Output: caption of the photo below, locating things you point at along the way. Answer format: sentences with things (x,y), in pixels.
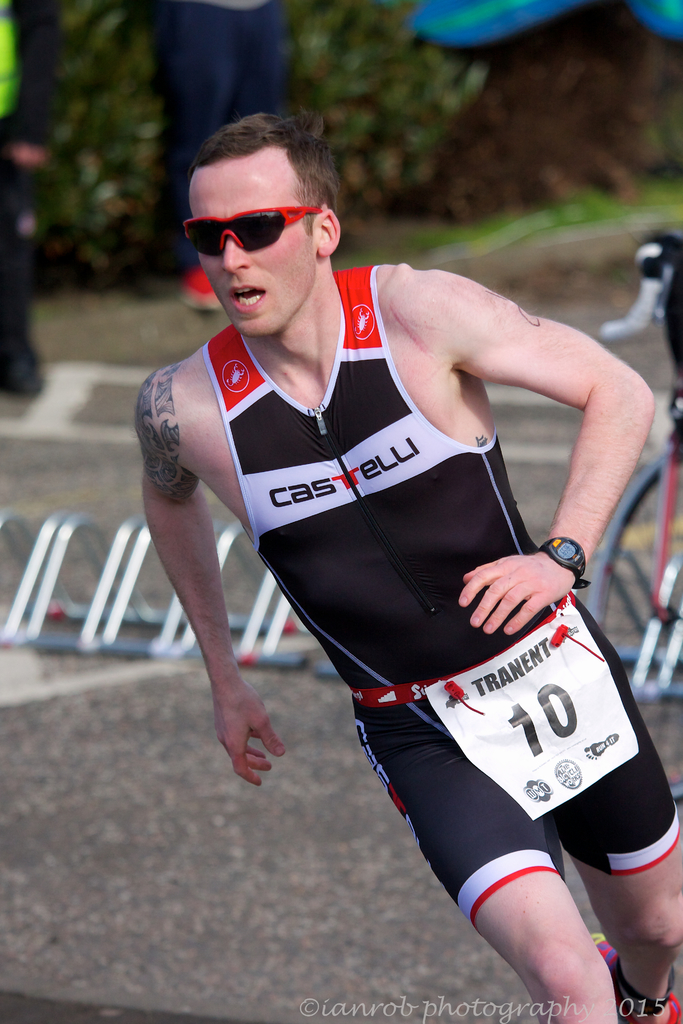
In this image I can see a person (443,376) wearing a black color t-shirt (368,480) and red color spectacles (306,213) he is running and back side of him I can see a bicycle (643,279) visible on the right side (668,275), at the top (293,106) I can see person legs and bushes (477,106).
